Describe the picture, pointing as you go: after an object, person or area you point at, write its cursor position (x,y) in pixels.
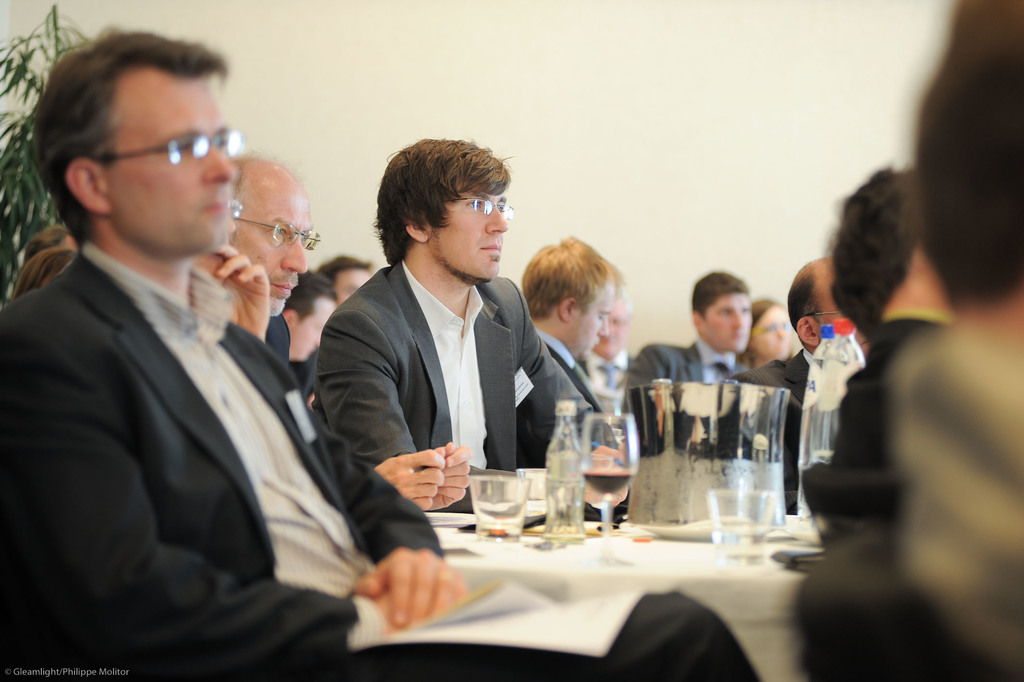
In the image, we can see a group of people (409,525) are sitting. Here we can see a table (627,586) covered with cloth (740,580). Here we can see bottle (552,515), glasses (602,513) and few objects (720,476) are placed on it. Background (685,169) we can see wall (680,153) and plants (18,176). On the right side (928,138) and background (897,106), we can see blur view. On the left side (88,670) bottom corner, there is a watermark (74,671) in the image.
